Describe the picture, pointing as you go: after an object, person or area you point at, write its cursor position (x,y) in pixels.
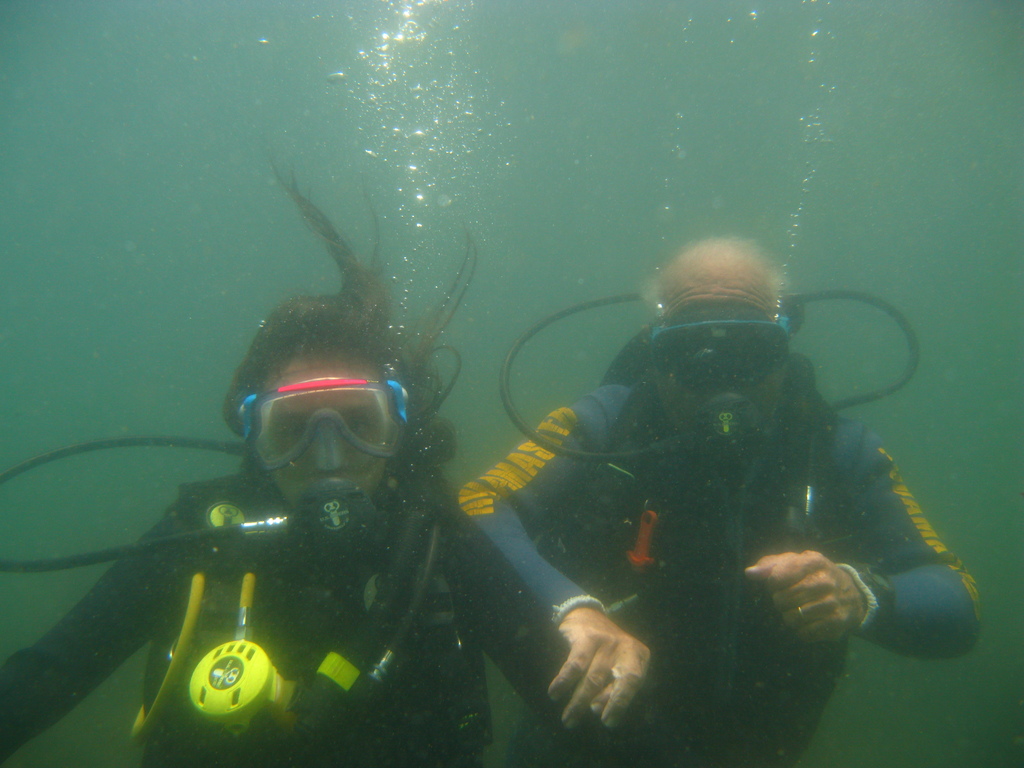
In this picture we can see a man (576,520) and woman (472,548), they wore spectacles (656,347) and scuba diving suit (719,542), and they are under the water (14,541).
